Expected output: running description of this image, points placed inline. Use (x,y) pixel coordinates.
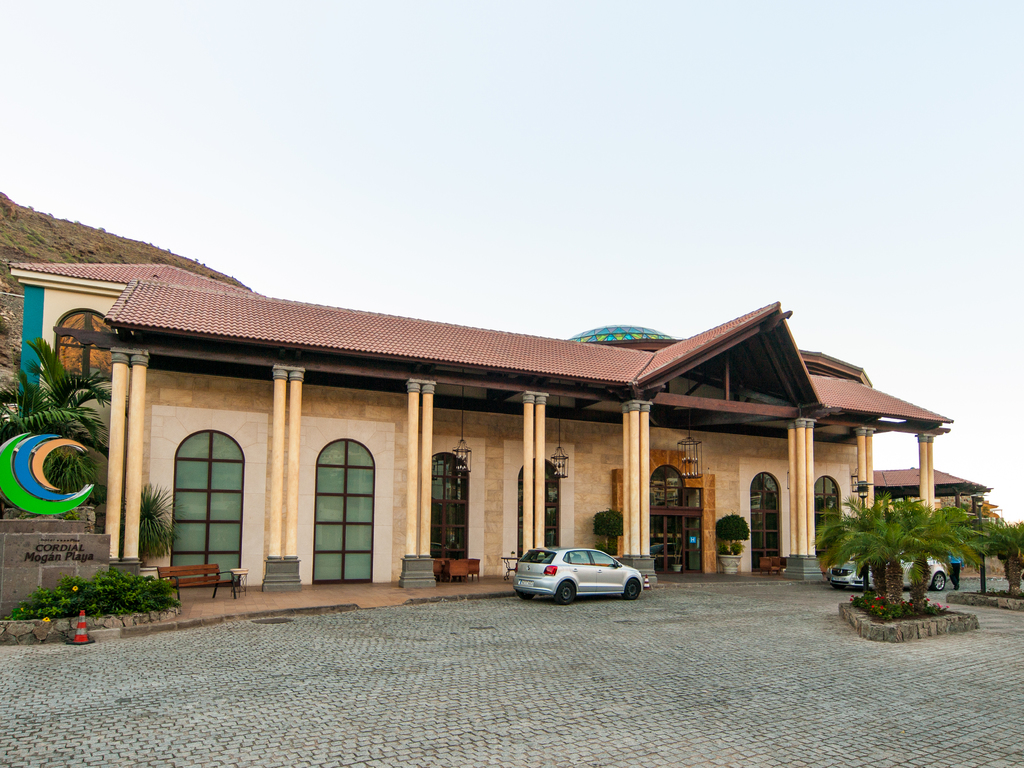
In this image two cars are on the cobblestone path (774,679). Right side (1013,535) there is a tree (948,562). Behind there is a person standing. There is a bench (211,574) and few chairs (449,563) are on the floor (237,605). Left there are few plants (160,587). Behind there is a wall (51,536) having a statue (41,497) on it. Behind there is a tree (74,416). Background (661,460) there are few buildings (543,445). Left side (20,226) there is a hill (56,231). Top of the image (536,178) there is sky (536,178).
